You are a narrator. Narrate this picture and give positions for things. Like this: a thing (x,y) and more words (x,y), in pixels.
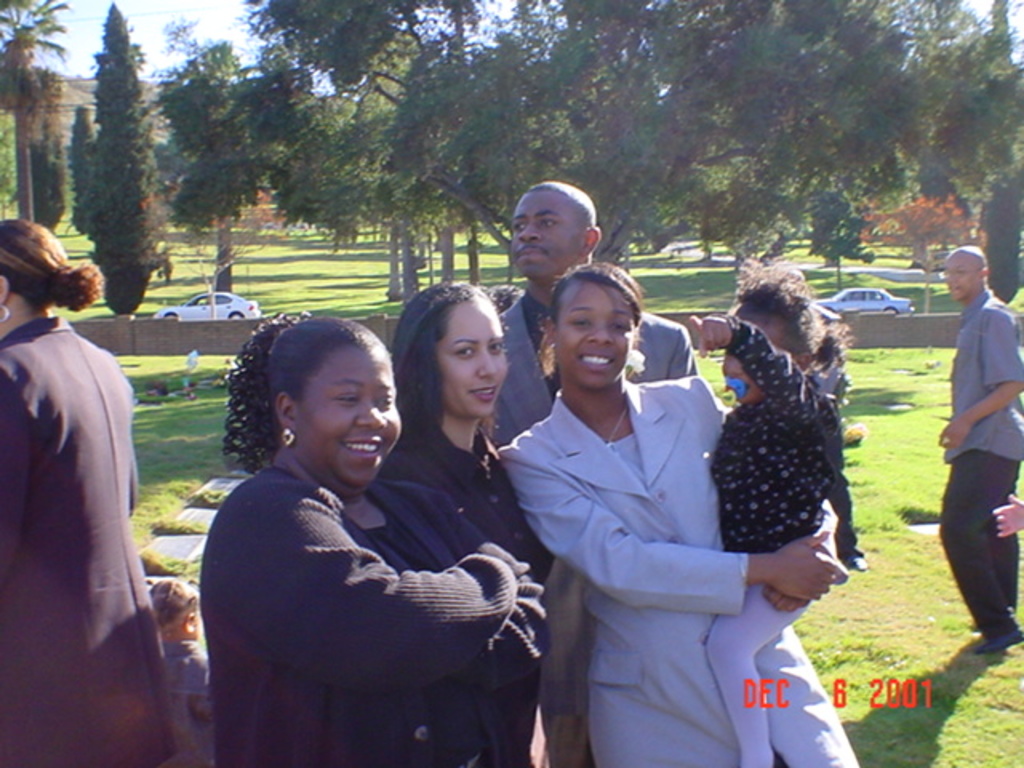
In this image we can see many people (633,581). There are two cars (845,291) in the image. There is a grassy land (384,306) in the image. There is a sky (202,19) in the image. There is a road (699,262) in the image. There are many trees (196,43) and plants (196,43) in the image.
